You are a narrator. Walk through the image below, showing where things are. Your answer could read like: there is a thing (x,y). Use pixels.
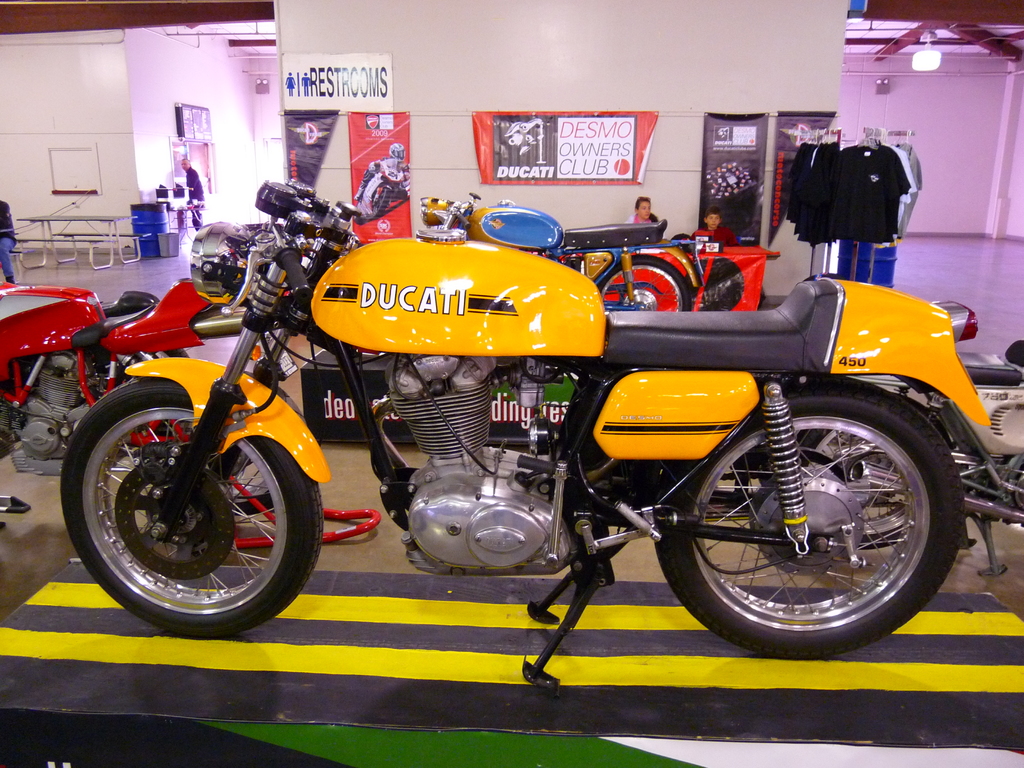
In the picture I can see a bike (482,278) which is in yellow color and there are few other bikes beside it and there are few posters (598,130) attached to the wall (690,197) and there are few clothes (841,177), few persons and some other objects (204,147) in the background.
